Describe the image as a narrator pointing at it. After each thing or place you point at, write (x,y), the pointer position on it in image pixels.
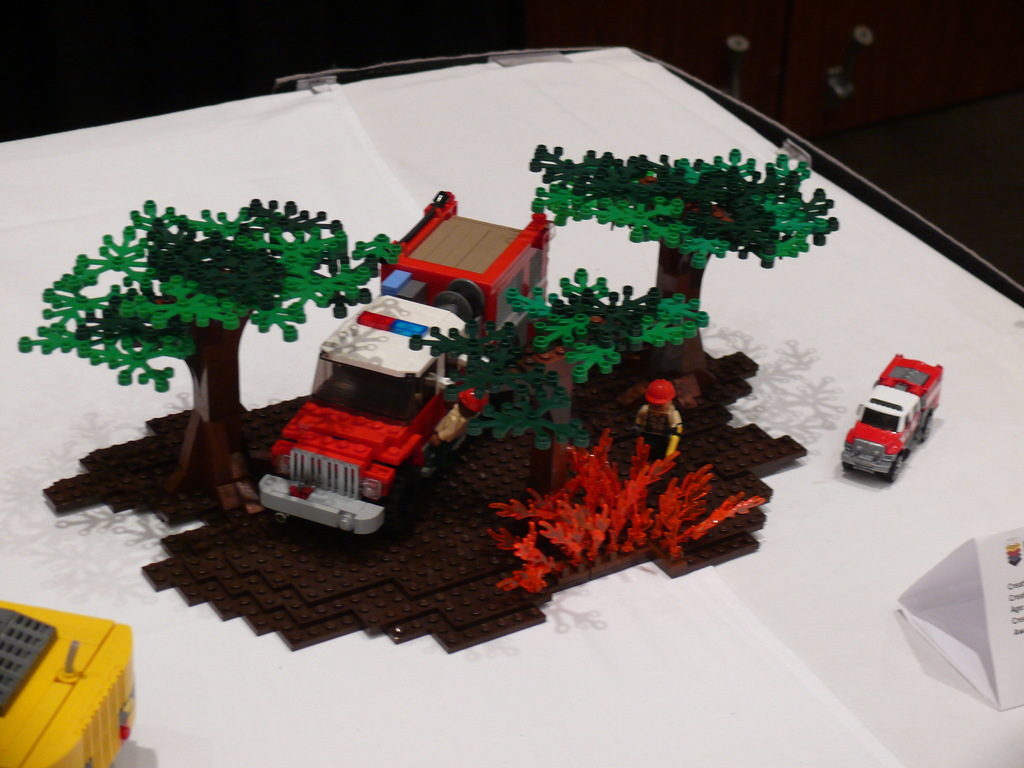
In this image there are few toys (636,400) on the table (611,740) having a name board (968,619) on it. A vehicle toy (383,403) is in between the tree toys (595,341). A person toy (679,440) is behind a plant (608,520). Left bottom there is a toy (66,668). Right side there is a vehicle toy (908,438) on the table (805,305).
